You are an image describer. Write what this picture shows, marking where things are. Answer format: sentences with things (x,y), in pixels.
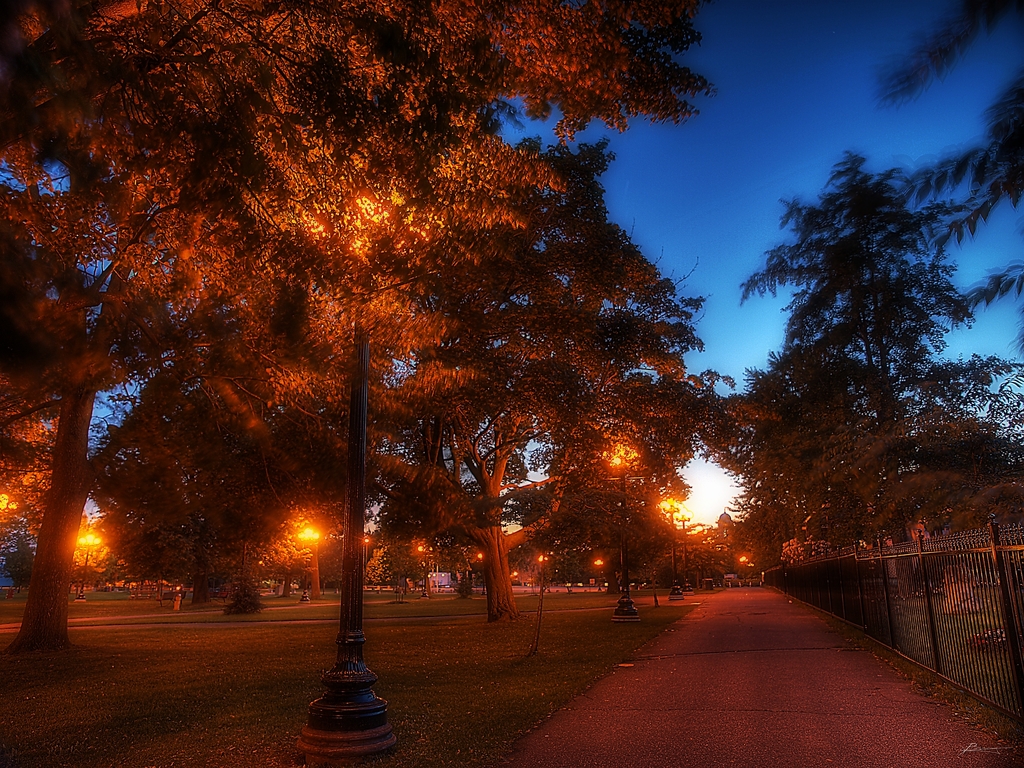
In this image we can see few trees (624,350) and light poles (627,515) and fence (919,584) on the right side (861,578) and sky (726,276) in the background (767,210).
